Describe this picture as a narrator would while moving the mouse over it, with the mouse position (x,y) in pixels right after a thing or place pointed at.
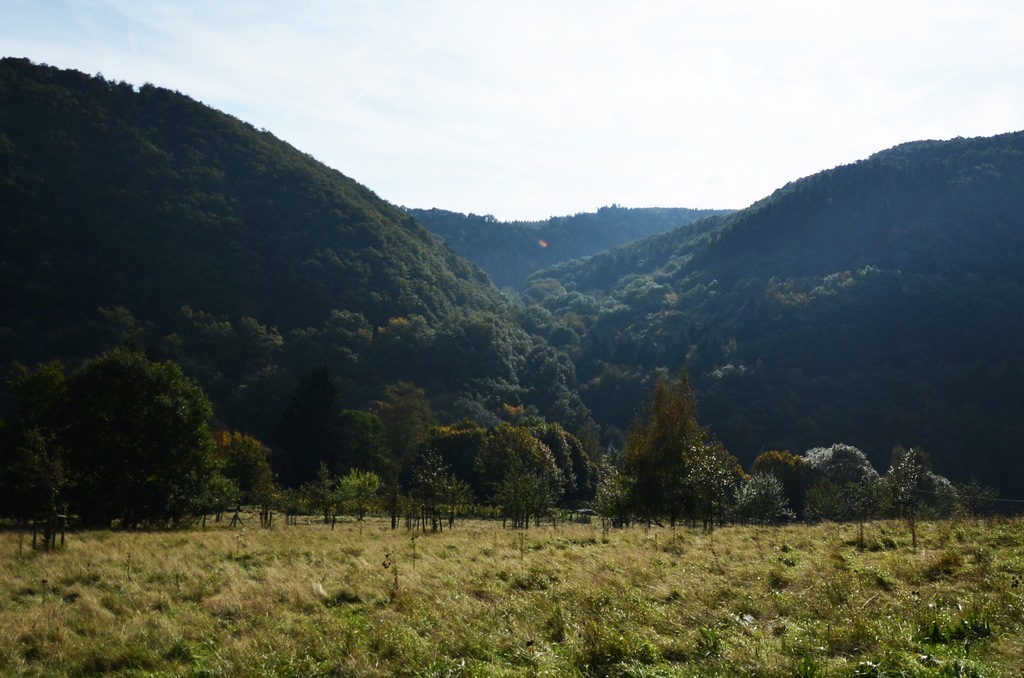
In this image there are plants (792,609), trees (318,421), mountains (433,235) and the sky (405,113).
